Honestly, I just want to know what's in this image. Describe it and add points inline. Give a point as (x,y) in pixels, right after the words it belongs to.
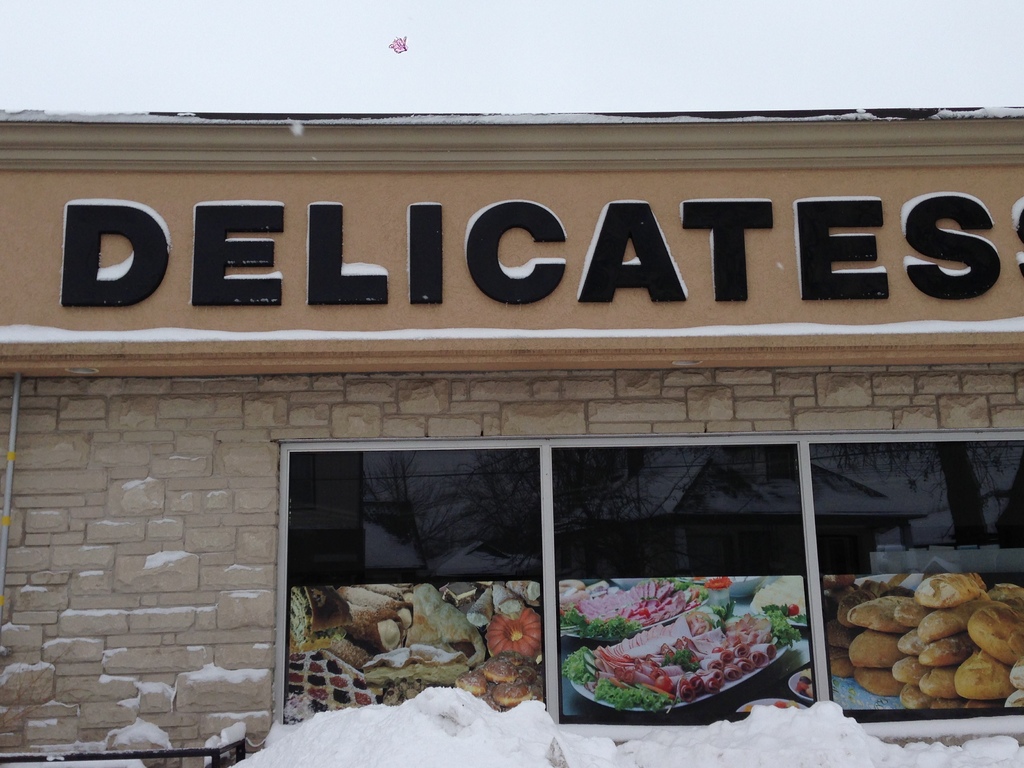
In this picture I can see there is a building (1,474) and there is a nameplate (212,253) and it has pictures of food (609,628) and there is snow (685,765) here on the floor (745,753).
